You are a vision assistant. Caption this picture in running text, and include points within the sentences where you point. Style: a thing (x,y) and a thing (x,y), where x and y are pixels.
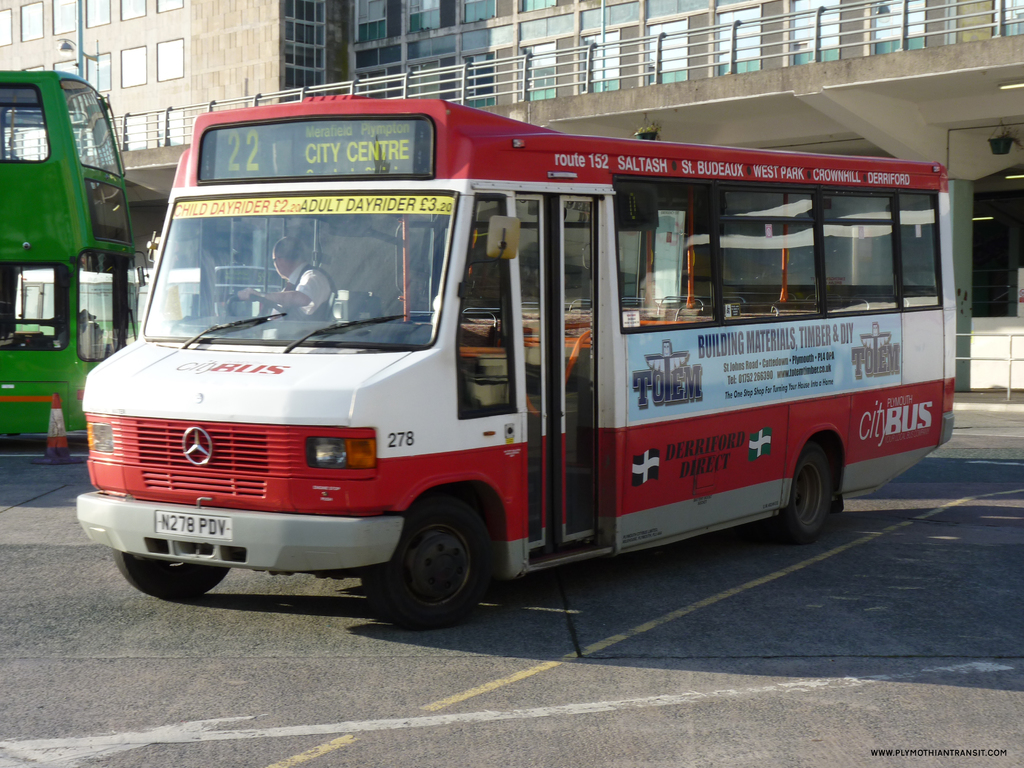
In this picture I can see a building (275,43) and couple of buses (230,502).
